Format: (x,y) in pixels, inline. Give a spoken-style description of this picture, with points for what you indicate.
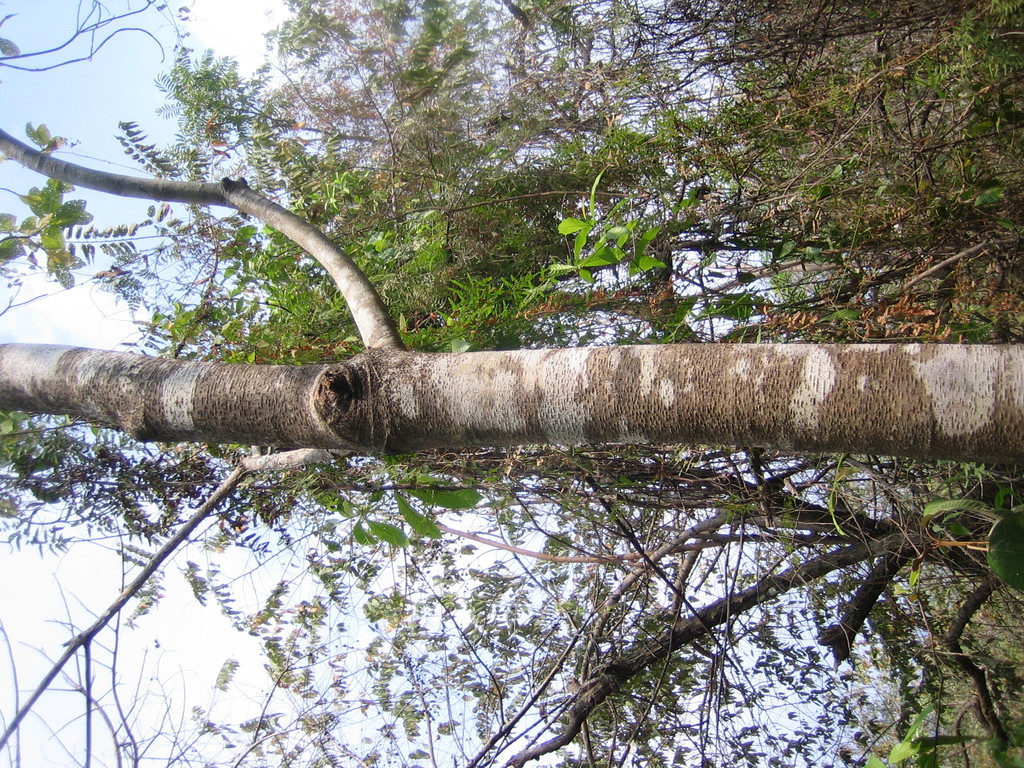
Here we can see trees (786,404). In the background (61,501) there is sky (172,672).
